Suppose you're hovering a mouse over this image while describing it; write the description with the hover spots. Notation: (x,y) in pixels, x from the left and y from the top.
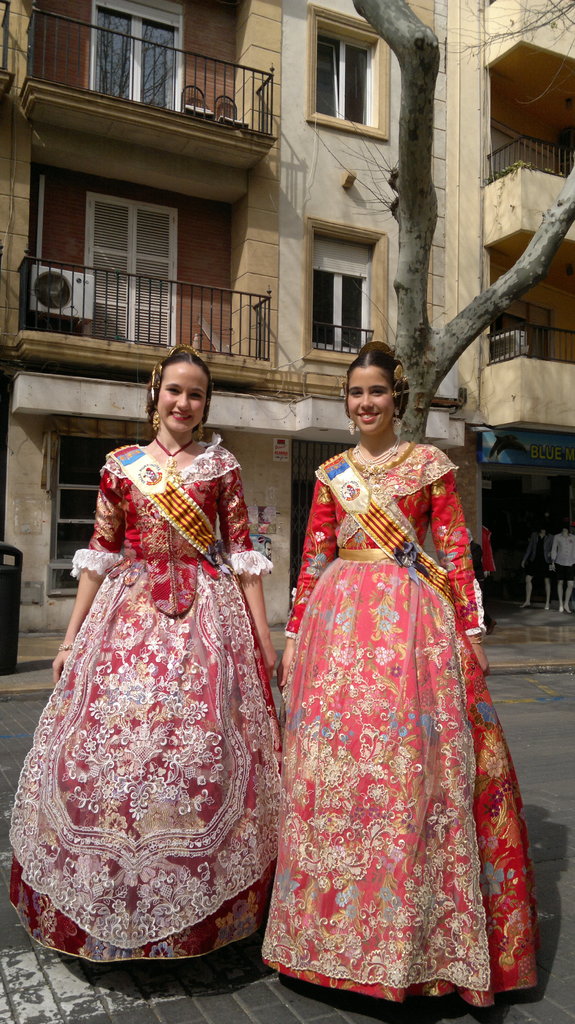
In this picture we can see two women (169,591) standing on the road (172,1017). Behind the women (212,546), there are buildings (254,133) with windows (335,308) and balconies (54,347) and there is a tree trunk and a name board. On the right side of the image (539,557), there are mannequins (490,563) in a shop (514,571). On the left side of the image (12,656), there is an object (14,629) on the walkway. There is an air conditioner outdoor unit (39,279) in a balcony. At the top of the image (197,110), there are two chairs (187,106) in another balcony (180,115).
